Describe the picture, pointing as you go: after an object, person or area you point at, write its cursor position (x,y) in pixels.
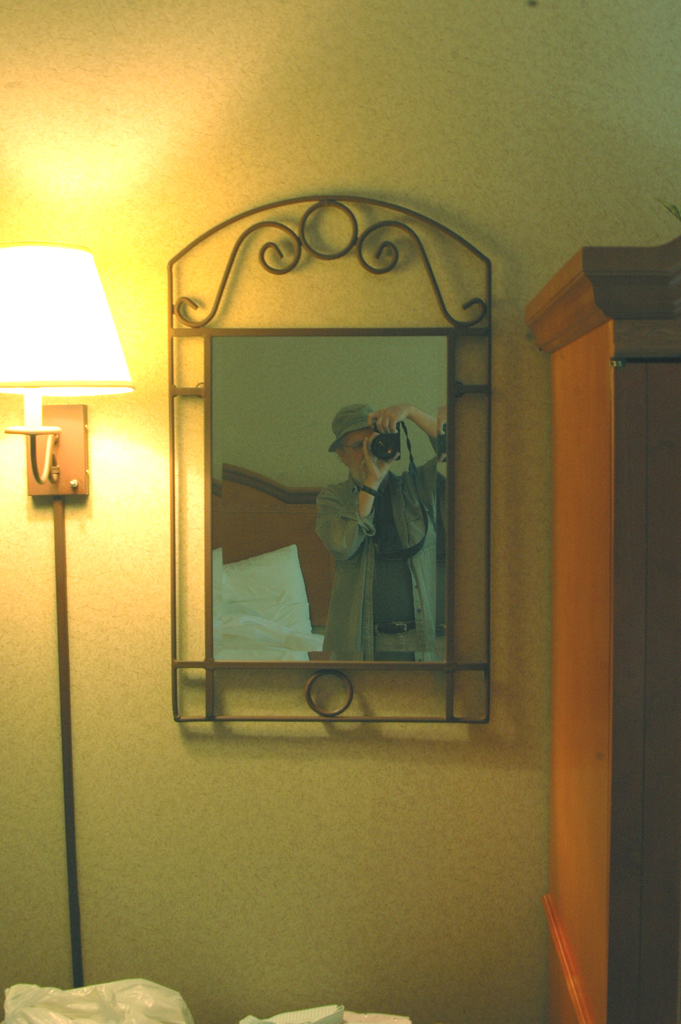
In this image I can see a mirror (365,364) in the center (376,517), there is a cabinet (638,264) on the right (679,955) and there is a lamp (12,323) on the left (70,805).
